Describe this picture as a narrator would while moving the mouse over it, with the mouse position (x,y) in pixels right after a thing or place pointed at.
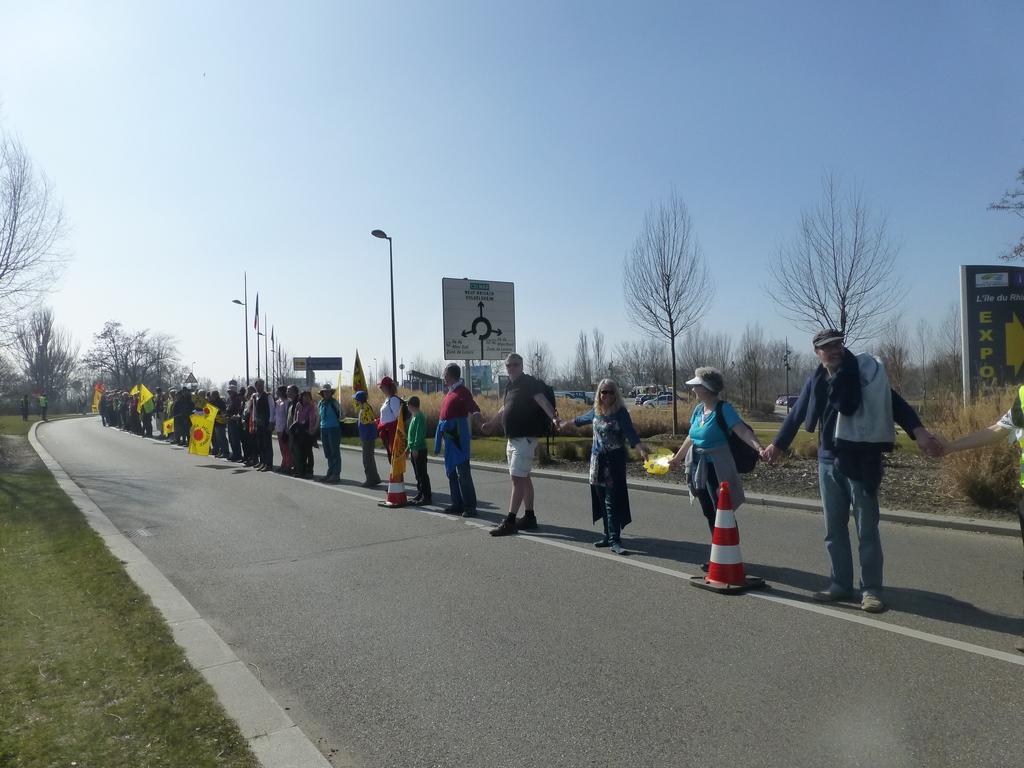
Here we can see group of people (696,480) on the road (453,516) and they are holding flags (213,407) with their hands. Here we can see traffic cones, poles (787,377), boards (298,359), and trees (632,353). This is grass (65,566). In the background (218,254) there is sky (532,197).
